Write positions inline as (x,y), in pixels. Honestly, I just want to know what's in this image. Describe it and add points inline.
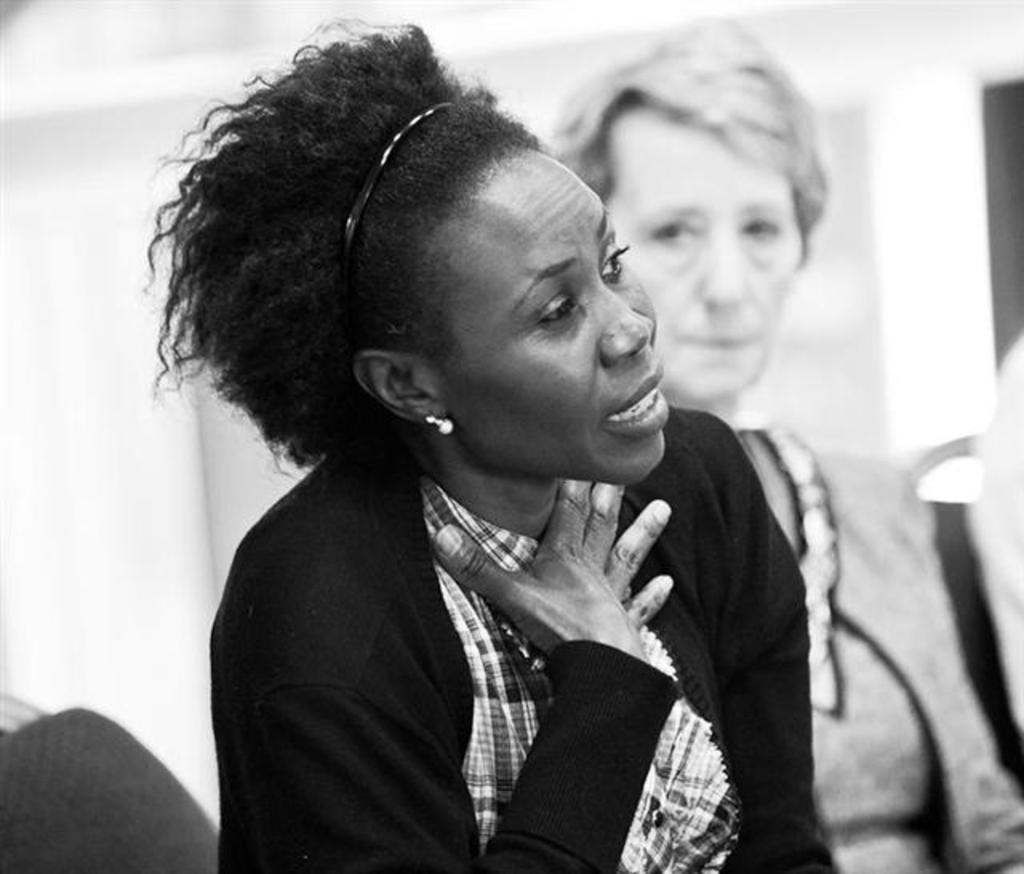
In this picture I can see there is a woman (415,701) sitting here and she is speaking wearing a hair band (390,152) and she is looking at right side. There is another person (804,253) on to right (928,633) and there is a wall (898,291) in the backdrop (118,489).
